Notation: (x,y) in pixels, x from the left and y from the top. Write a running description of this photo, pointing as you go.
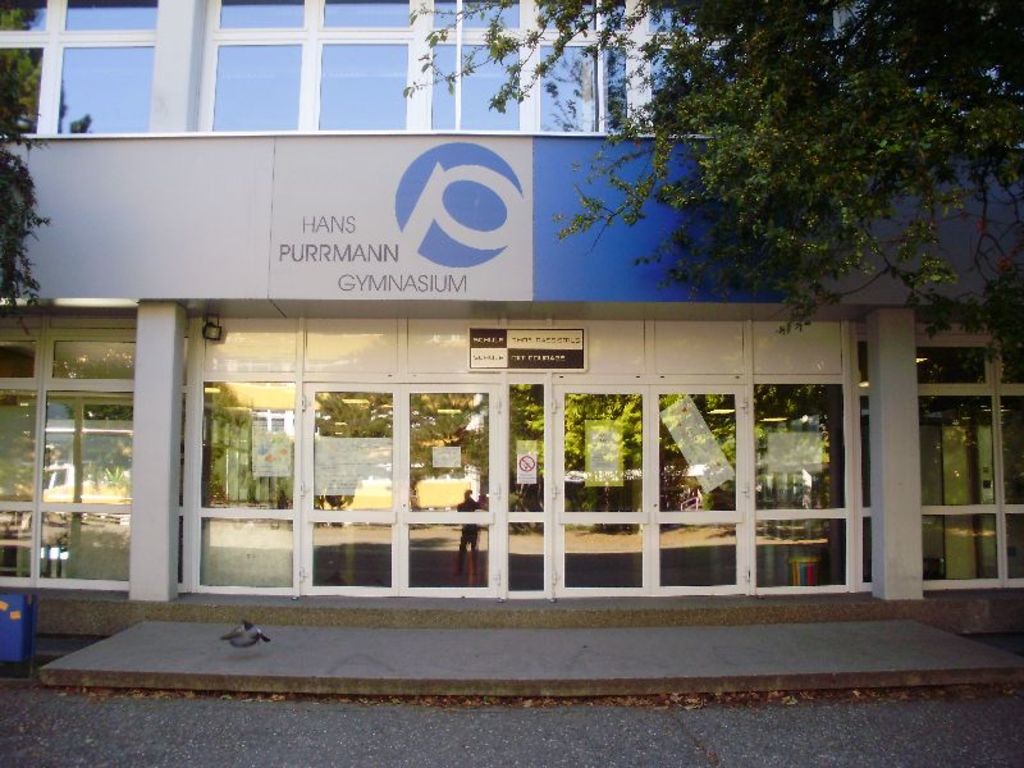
This image is clicked on the road (489,766). Beside the road (244,707) there is a building (464,231). There are glass walls (450,494) to the building (358,45). There is a board (363,251) with text (331,246) on the building (263,240). At the top (737,139) there are leaves (775,81) of a trees (777,21). In the bottom left (18,612) there is a dustbin (21,623) on the ground (46,643).
